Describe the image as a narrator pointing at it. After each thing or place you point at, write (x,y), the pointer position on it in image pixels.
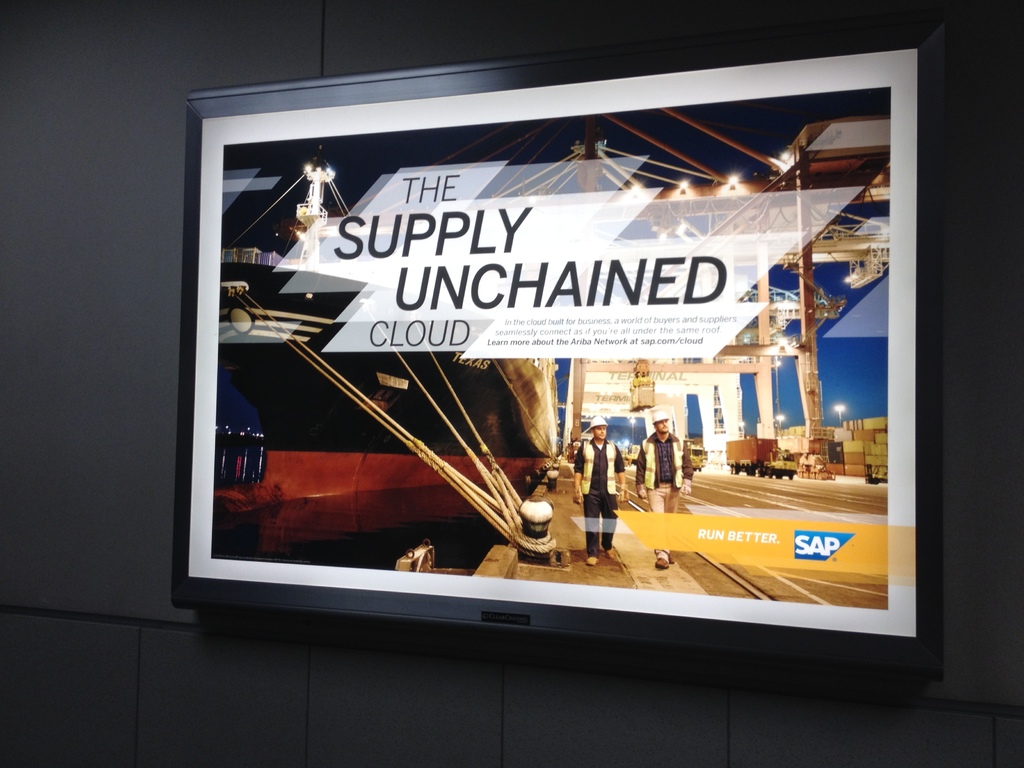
In the center of the image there is a wall (47,119). On the wall (47,119), we can see one monitor (705,316). On the screen (724,478), we can see two persons (656,492) are standing and wearing caps (660,417). And we can see vehicles (780,467), ropes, poles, lights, some text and few other objects (651,369).
